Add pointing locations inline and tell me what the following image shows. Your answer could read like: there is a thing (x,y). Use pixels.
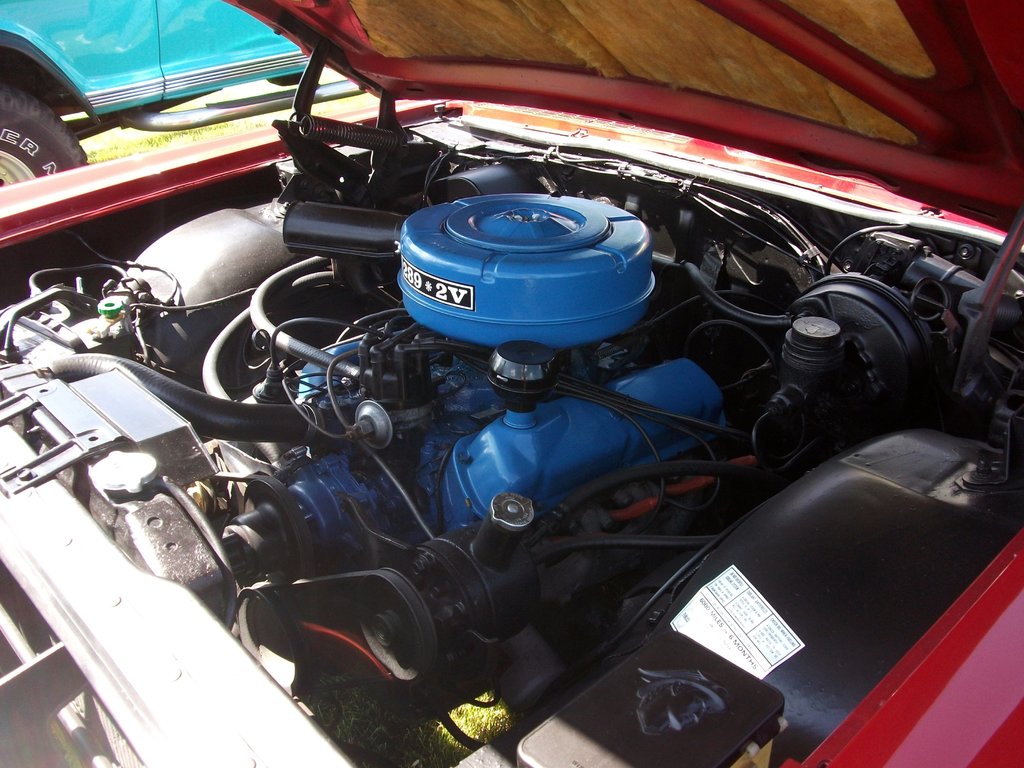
In this image there are few devices (408,456) in the vehicle (565,466). Left top there is a vehicle (88,117) in blue colour is on the grassland (126,152).
